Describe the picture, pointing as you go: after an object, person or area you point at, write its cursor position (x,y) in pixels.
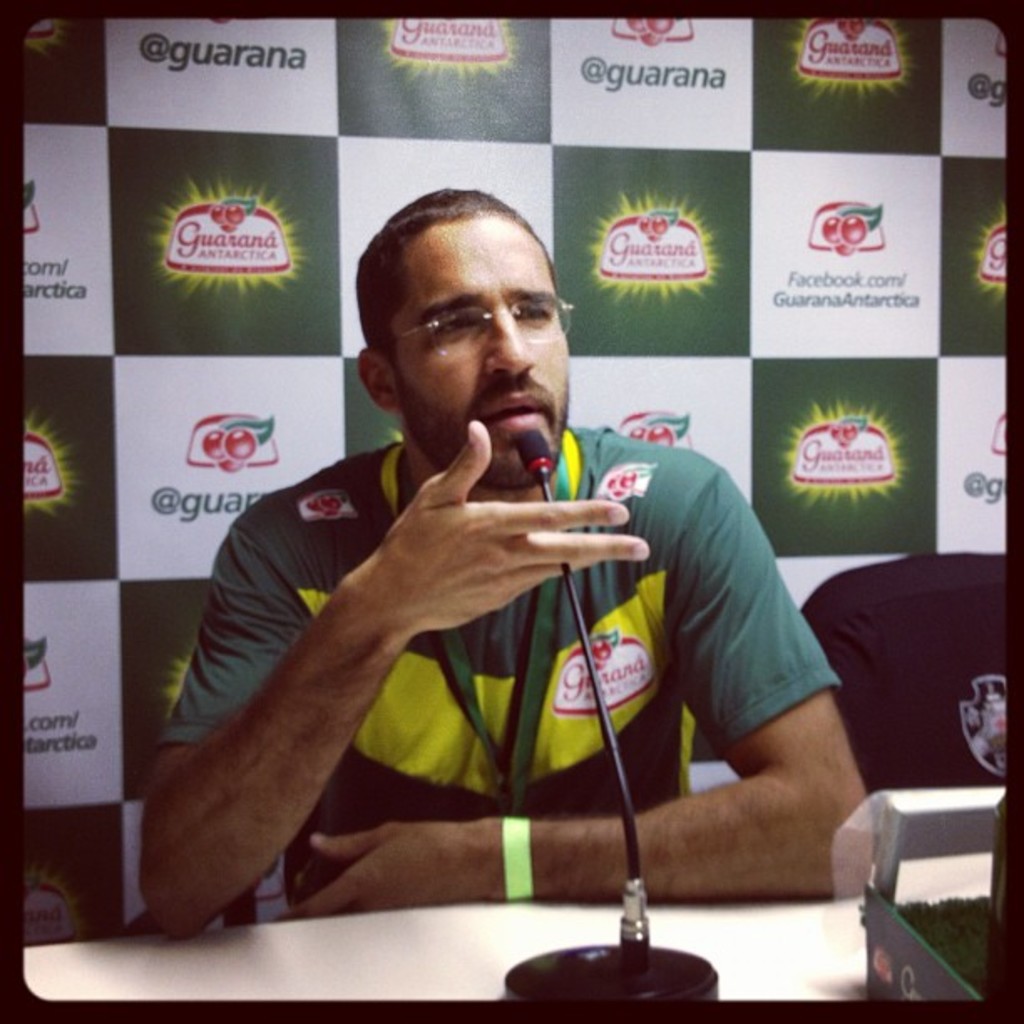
In this image we can see a man (594,829) sitting on a chair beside the table (655,916) containing an object (842,842) and a mic (626,840) with a stand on it. We can also see a chair (848,634) beside him. On the backside (200,479) we can see a poster (33,604) with some text (214,503) on it.
